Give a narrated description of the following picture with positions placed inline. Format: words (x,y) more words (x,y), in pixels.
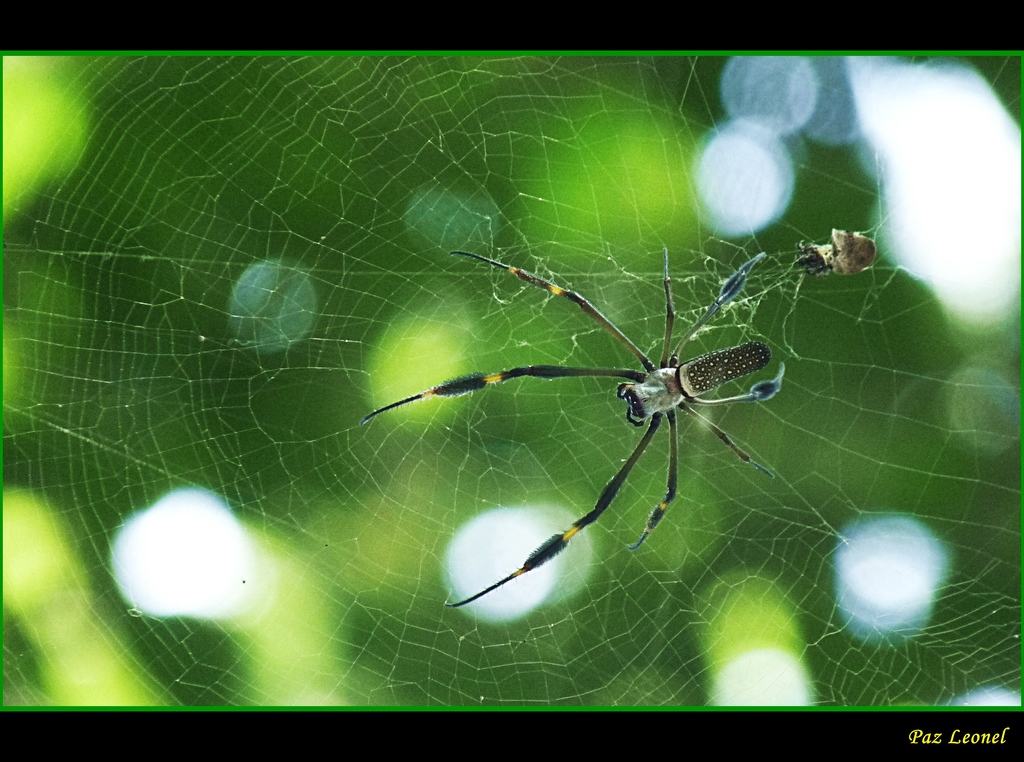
In the picture we can see a spider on the spider web (828,632) and behind it, we can see some plants (387,337) which are not clearly visible.
